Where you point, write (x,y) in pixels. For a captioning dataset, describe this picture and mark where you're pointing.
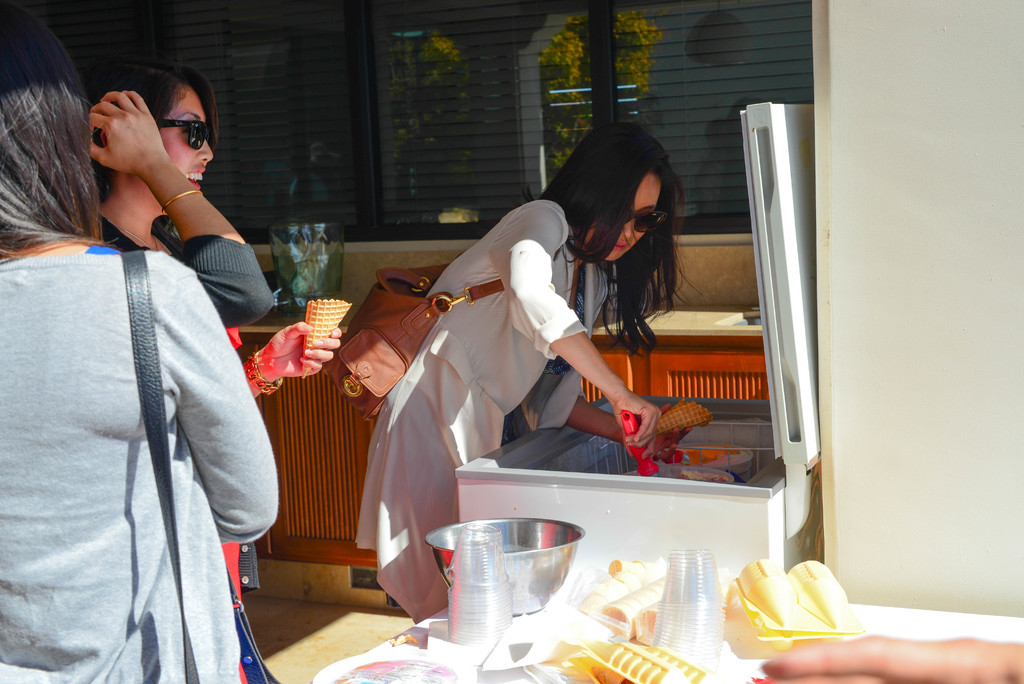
This picture shows the inner view of a building (411,142). Outside of the building (415,157) so many trees (437,64) are there. So many different objects (796,616) are on the table (888,610) and one ice cream freezer (663,519) is there. Three persons (604,151) are there, first person (472,324) wearing bags (419,320) and holding a spoon (646,460) and ice cream cone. Second woman (181,126) holds an ice cream cone (322,323) and third woman (70,256) wearing a bag (151,390).
